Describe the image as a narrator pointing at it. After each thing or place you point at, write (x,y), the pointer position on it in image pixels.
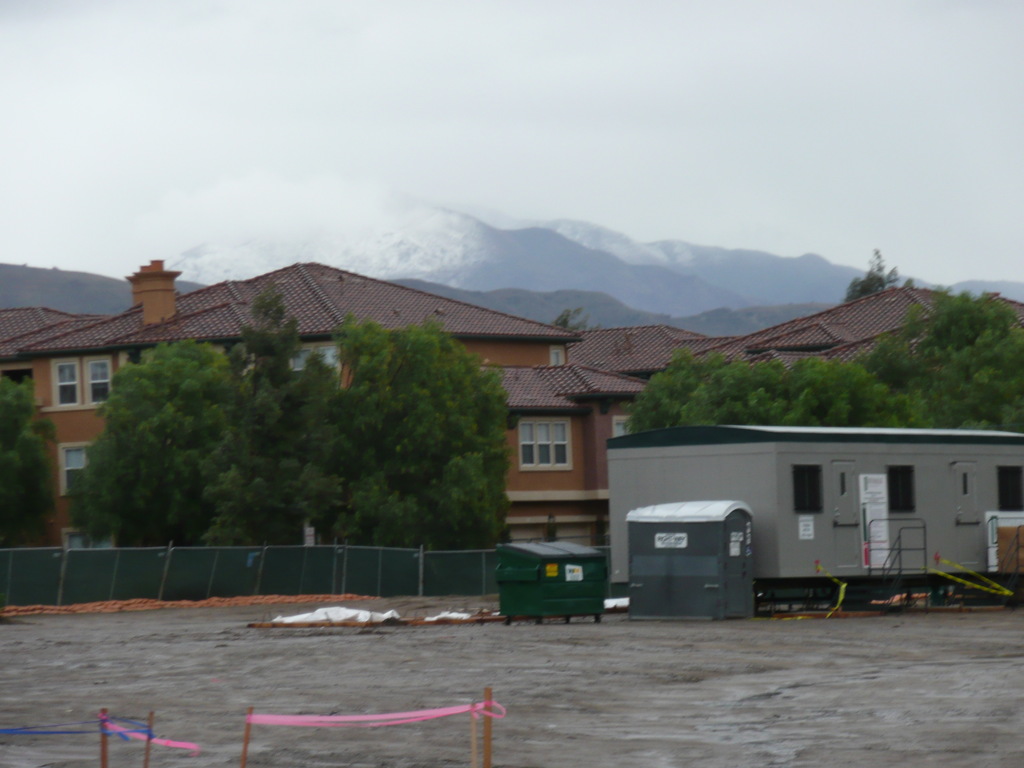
In this picture I can see buildings (574,484), trees (430,461) and the sky (422,198). Here I can see a fence (192,563) and some other objects (723,579) on the ground (586,632). In the background (476,267), I can see mountains (532,264).
